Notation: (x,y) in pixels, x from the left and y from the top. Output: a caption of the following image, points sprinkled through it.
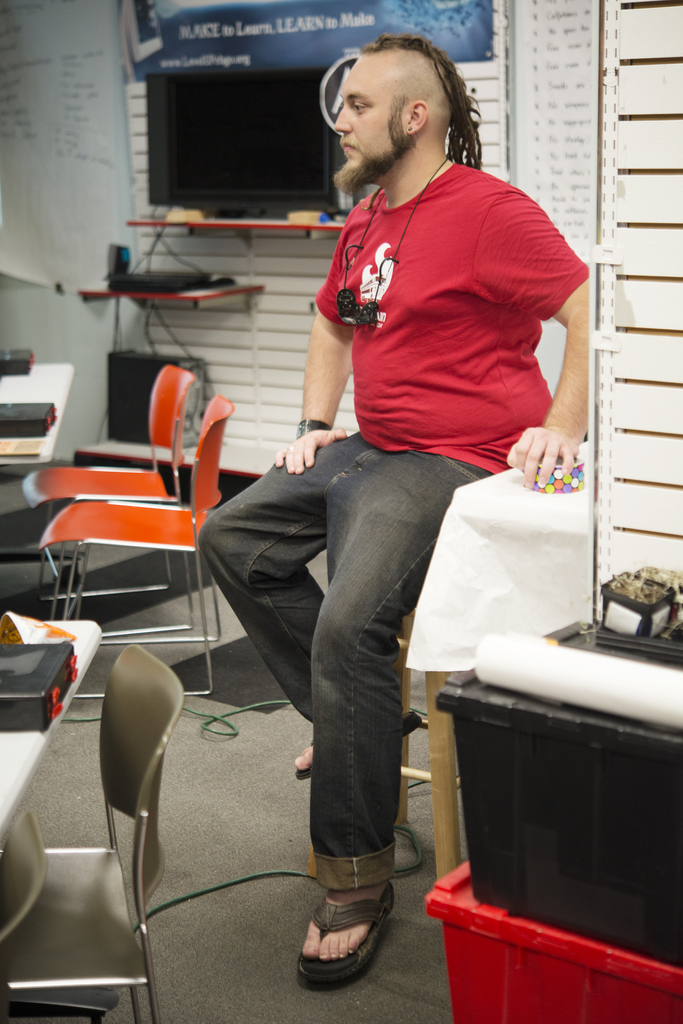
In the center (415,502) we can see one person (428,319) sitting on stool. Around him we can see tables (577,497), chair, monitor (264,153), wall (284,436), board (527,97) and few more objects (362,13).
